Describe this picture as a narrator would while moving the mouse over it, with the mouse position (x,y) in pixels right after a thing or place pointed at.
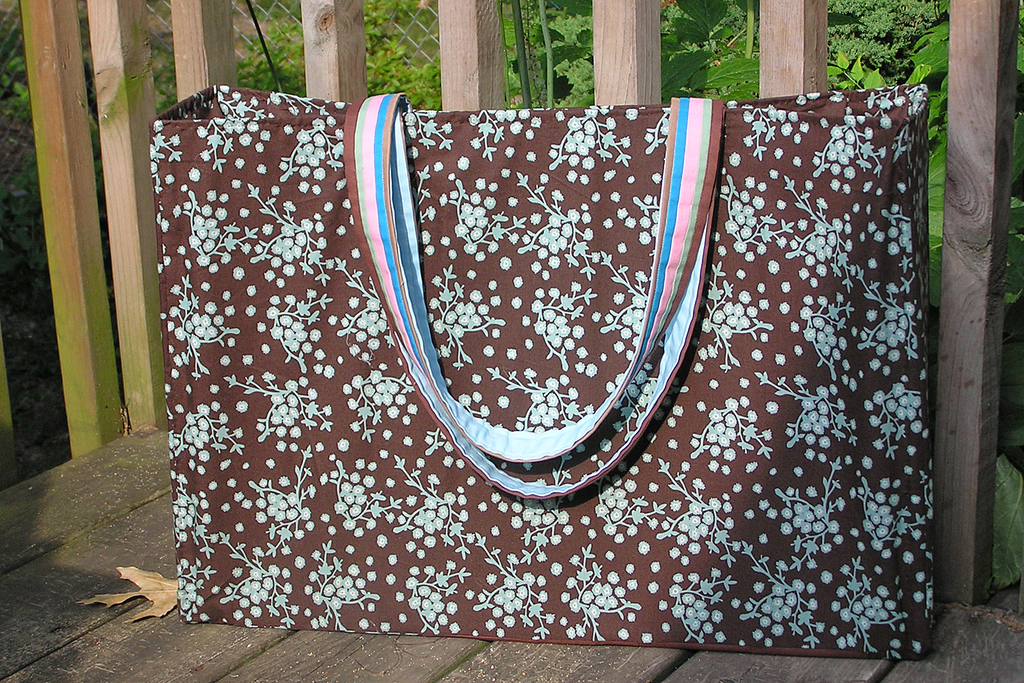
In the picture there is a brown and white color bag (333,436) placed on a deck (111,568) it has multi color holding thread (370,129) in the background (570,69) there are trees (563,55).
